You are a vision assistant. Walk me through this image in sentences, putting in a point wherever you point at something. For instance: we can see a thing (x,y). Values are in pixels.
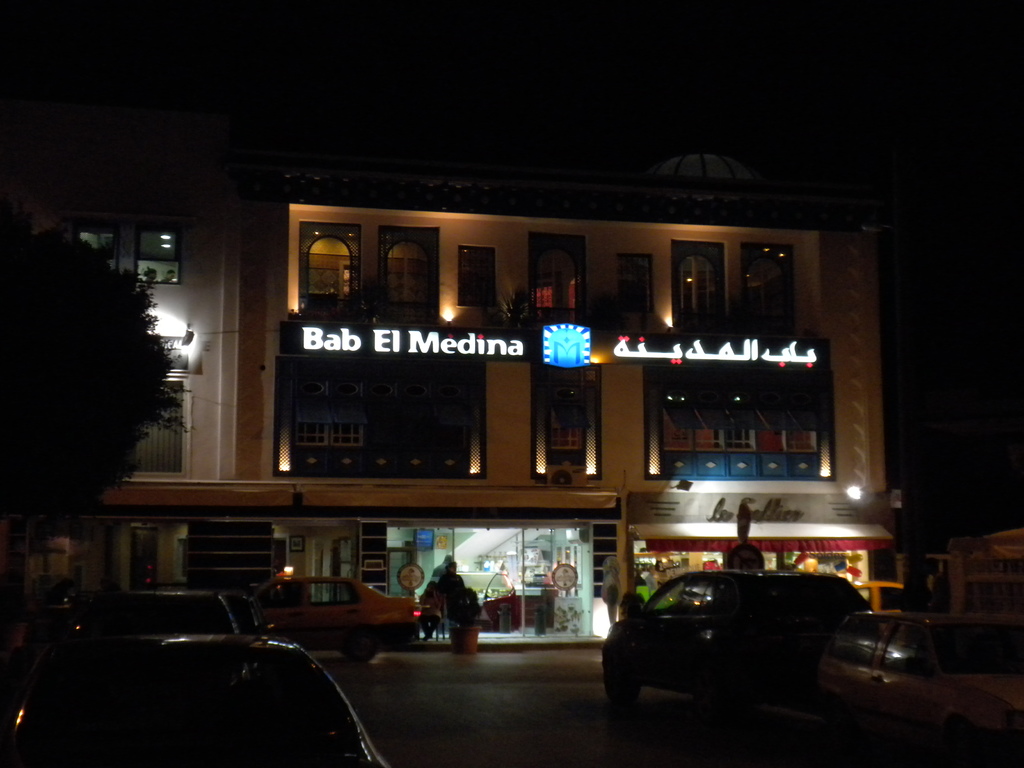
There are many vehicles (330,596). In the back (537,467) there is a building (507,391) with windows (474,270) and doors (545,547). Also there are lights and something is written on the building (418,519). On the left side (68,356) there is a tree (68,356). In the background (682,151) it is dark.
